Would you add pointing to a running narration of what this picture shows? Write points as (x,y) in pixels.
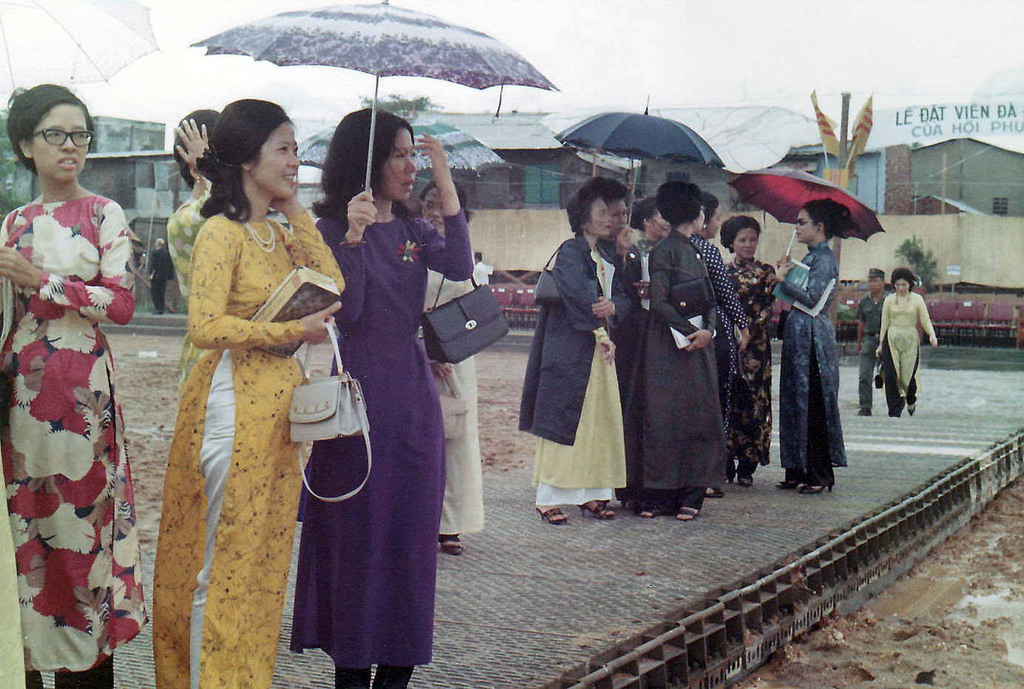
In this picture in the center (415,309) there are persons (393,340) standing and walking. In the background (953,185) there are buildings (497,187) and there is some text (955,124) written on the top of the building (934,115) which is in the center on the right side (983,304) and there empty chairs (1003,304). In the front (213,160) there is a woman (257,331) standing and smiling and in the center (376,284) there is a woman (379,286) standing and holding an umbrella (376,50).
